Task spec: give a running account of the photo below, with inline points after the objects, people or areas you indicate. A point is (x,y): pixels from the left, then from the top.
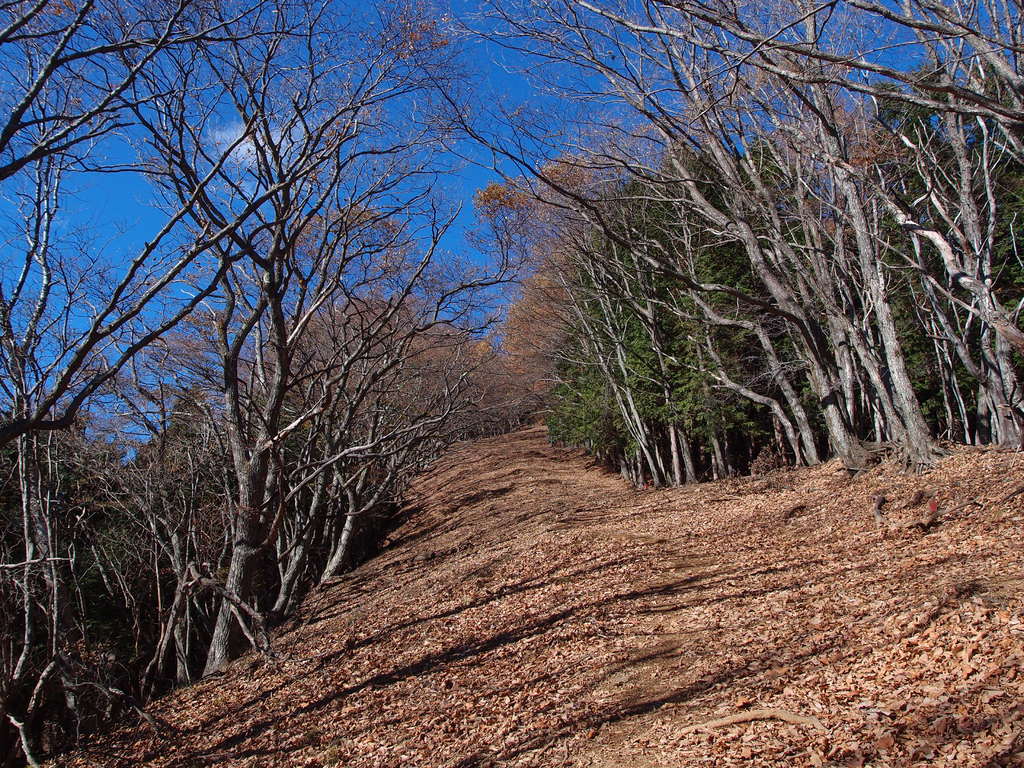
In this image I can see the dried leaves (648,664) on the ground (534,628). To the side I can see many trees (551,375). In the background (419,179) I can see the blue sky (404,108).
